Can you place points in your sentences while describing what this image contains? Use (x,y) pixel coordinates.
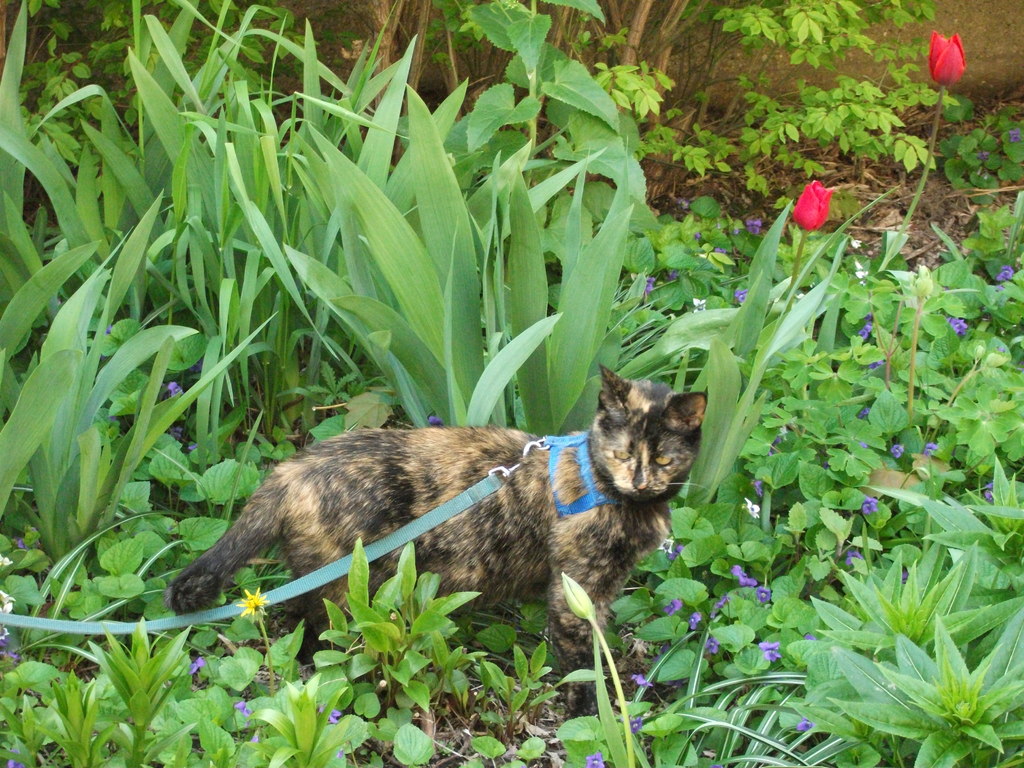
In this image we can see cat (500,522) on the ground (473,618). In the background (589,242) we can see plants (97,318), trees (799,153), flowers (961,63).
